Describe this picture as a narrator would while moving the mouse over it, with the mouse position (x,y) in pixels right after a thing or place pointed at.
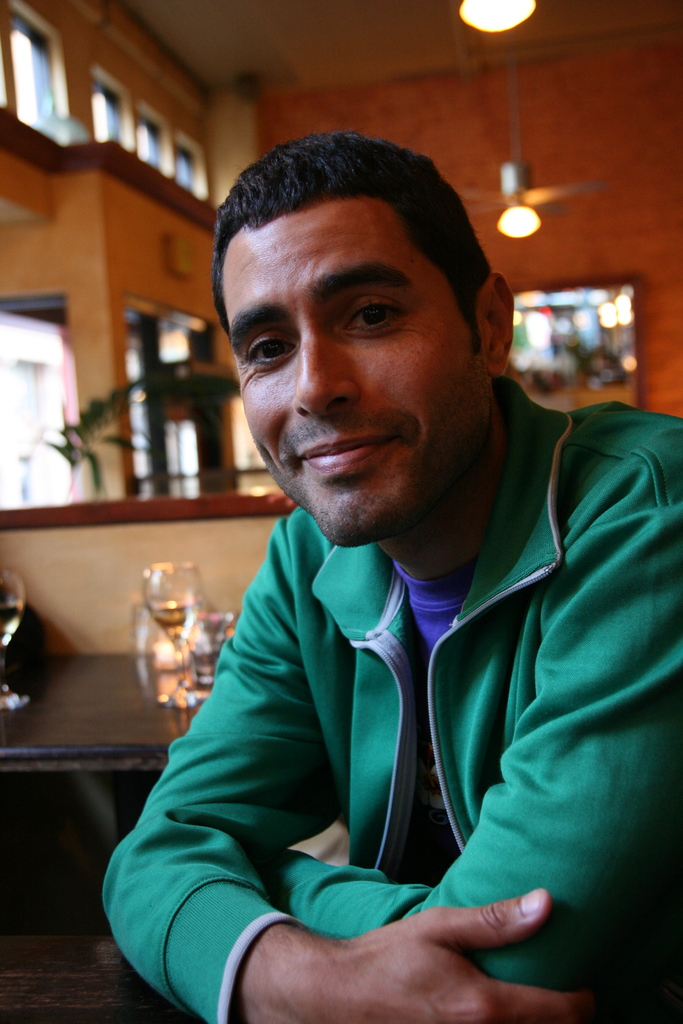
In the image there is a man (313,725), he is wearing green jacket (494,702) and the background of the man (243,234) is blur.
